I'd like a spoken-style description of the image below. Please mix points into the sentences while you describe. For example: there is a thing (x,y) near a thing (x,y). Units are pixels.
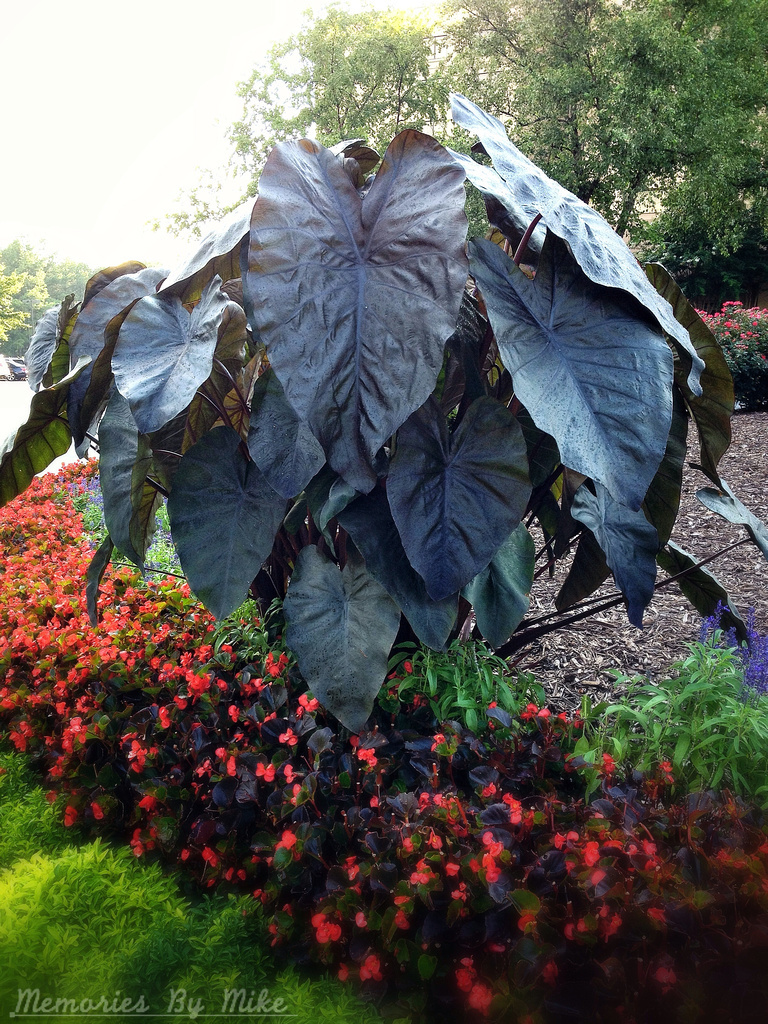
In this picture I can see there is some grass (97,889) on the floor (39,834), there are plants (536,777), trees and there is a car (15,365) on to left (22,376) and the sky (100,223) is clear. There is a watermark (182,1016) at the bottom of the image (282,1000).
